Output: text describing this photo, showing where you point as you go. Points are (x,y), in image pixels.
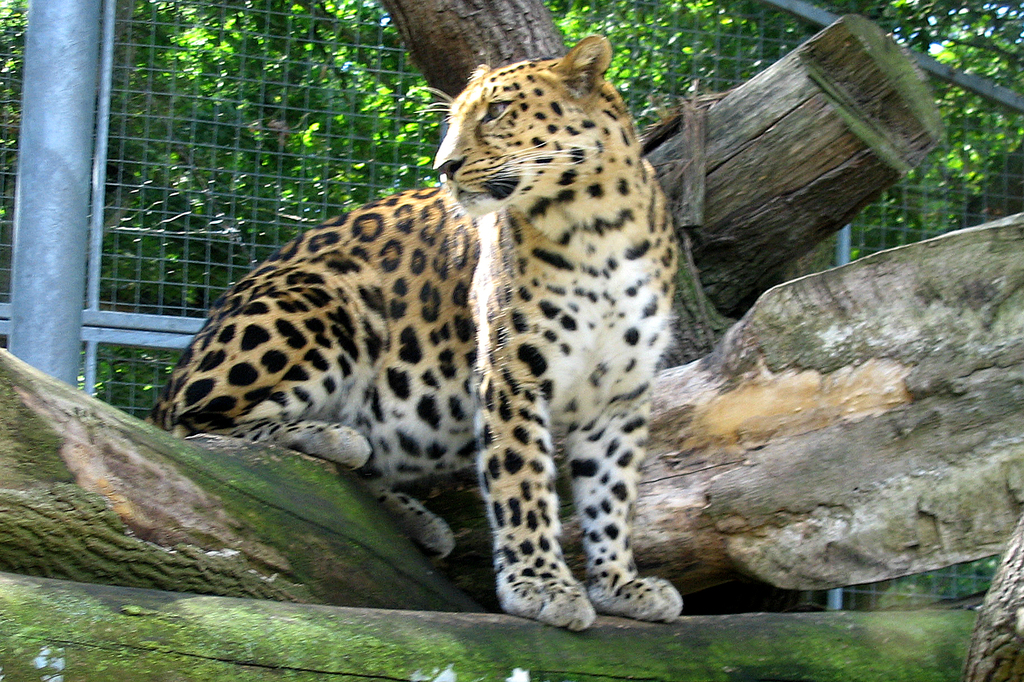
In this image I can see an animal (483,273) which is in white, black and brown color. To the side I can see the trunk (678,194) and wooden logs (676,209). In the background (221,105) I can see the net fence (323,140) and many trees (383,90).
